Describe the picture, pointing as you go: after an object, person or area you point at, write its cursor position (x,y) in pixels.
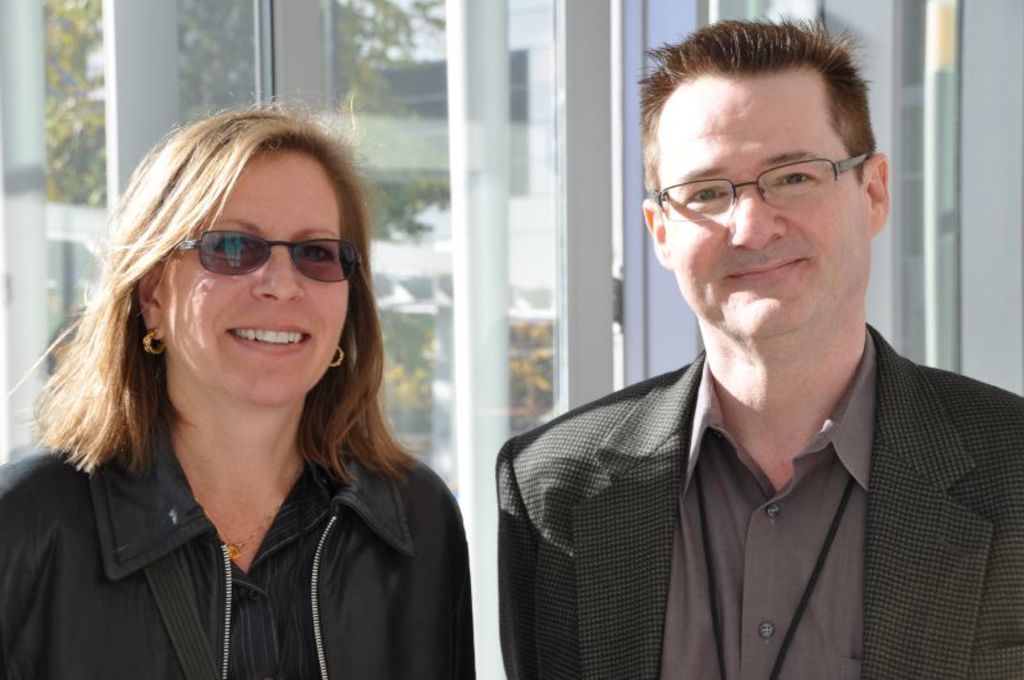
This picture might be taken from outside of the city and it is sunny. In this image, we can see two people (366,491) man (740,491) and woman (254,490) wearing black color dress (300,518). In background (501,90), we can see glass window (403,105), trees (350,3).
